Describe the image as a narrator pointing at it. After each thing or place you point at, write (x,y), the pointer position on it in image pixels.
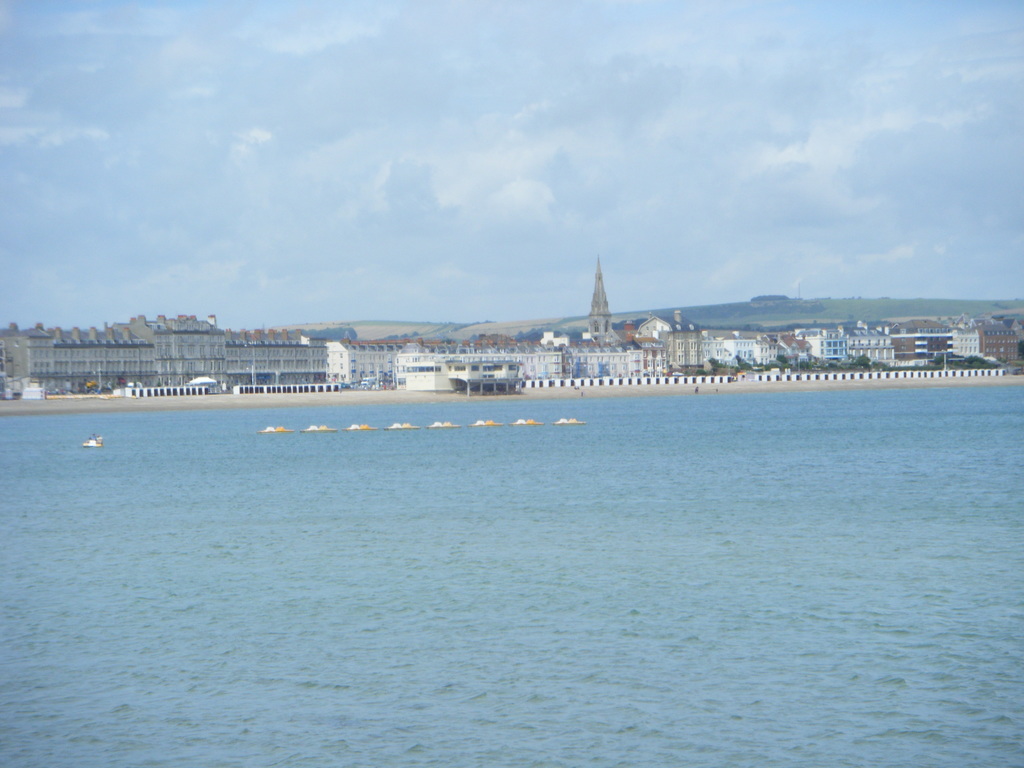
In this picture I can see the water (132,437) in front (142,423), on which there are few white and yellow color things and in the background (558,369) I can see number of buildings (484,366) and the cloudy sky (460,137).
